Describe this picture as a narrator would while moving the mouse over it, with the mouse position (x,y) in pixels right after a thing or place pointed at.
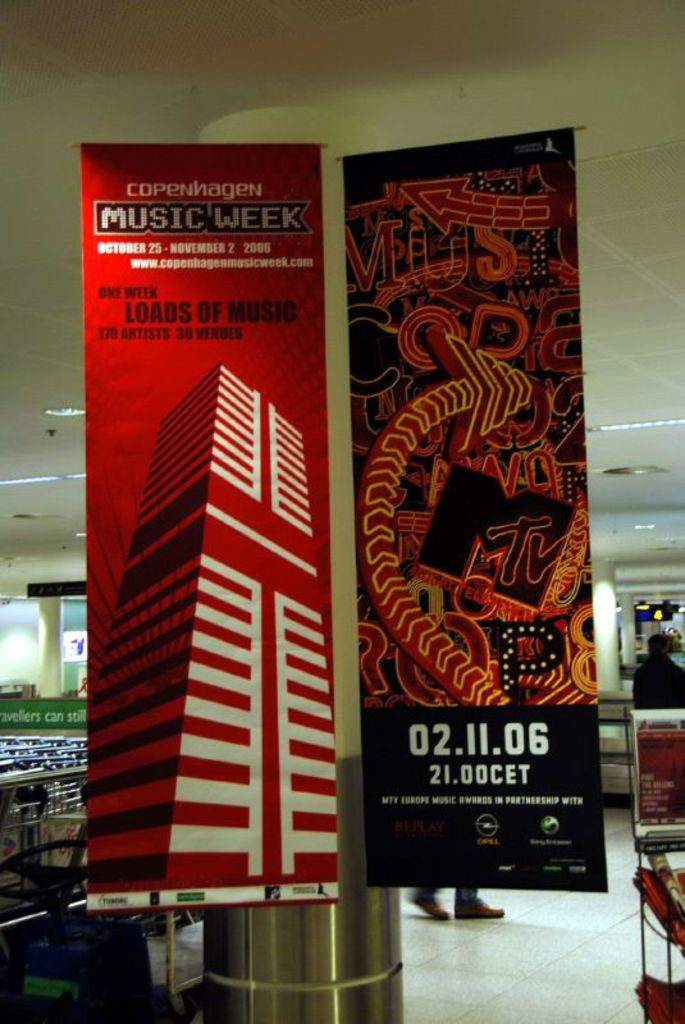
In this picture we can see banners (431,841) near to the pillar (362,879). On the left (62,796) we can see trolleys (18,770). On the right (667,680) there is a person (668,670) standing near to the table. Here we can see lights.
